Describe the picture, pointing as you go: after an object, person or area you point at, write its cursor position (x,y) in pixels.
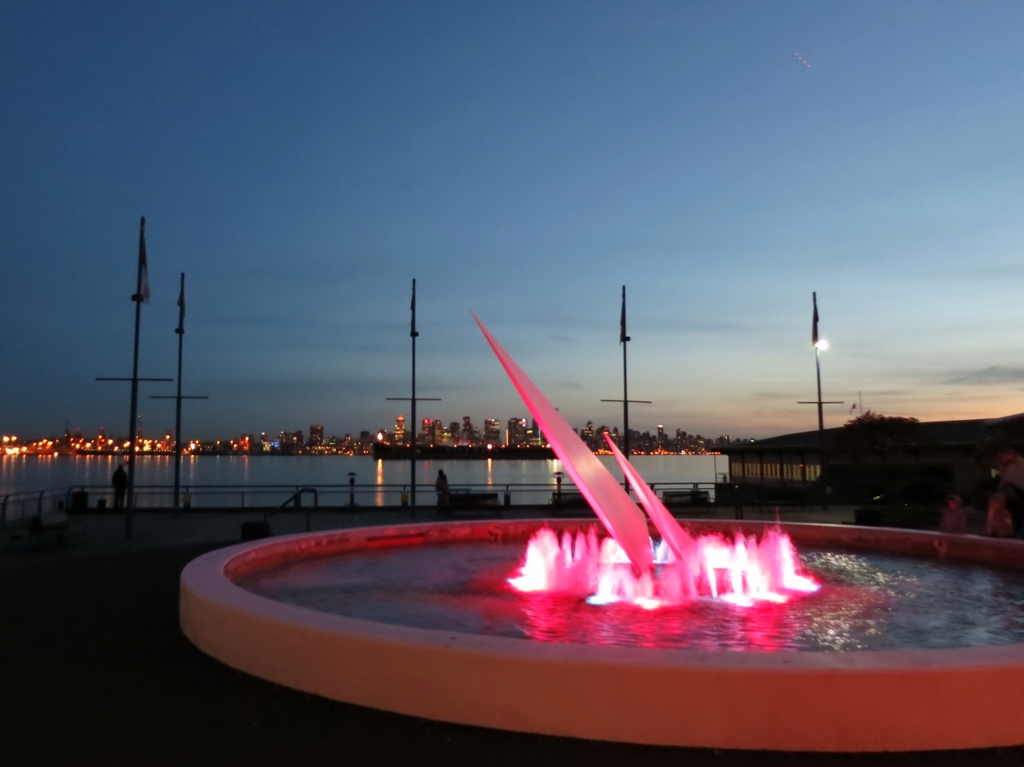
In this image we can see a pool (602,601) with a fountain (684,592). In the background (136,305) there are flags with poles (178,441). Also we can see few people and railing (169,487). Also there is a building (837,454). In the background (223,471) there is water (118,465). Also there are buildings (360,439) and lights (294,439). And there is sky (467,91).
